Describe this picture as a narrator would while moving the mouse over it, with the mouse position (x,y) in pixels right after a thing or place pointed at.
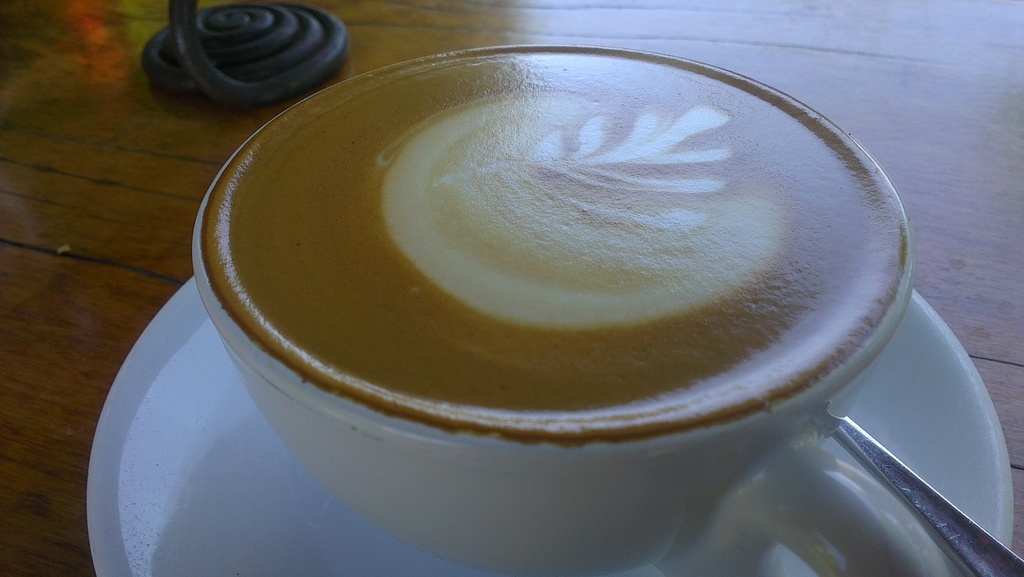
In the middle of this image (380,323), there is a white color cup (739,466) having a coffee (870,192) on a white color saucer (888,440), on which there is a spoon (1014,563). This saucer (173,341) is placed on a table (70,295), on which there is an object (300,58).
